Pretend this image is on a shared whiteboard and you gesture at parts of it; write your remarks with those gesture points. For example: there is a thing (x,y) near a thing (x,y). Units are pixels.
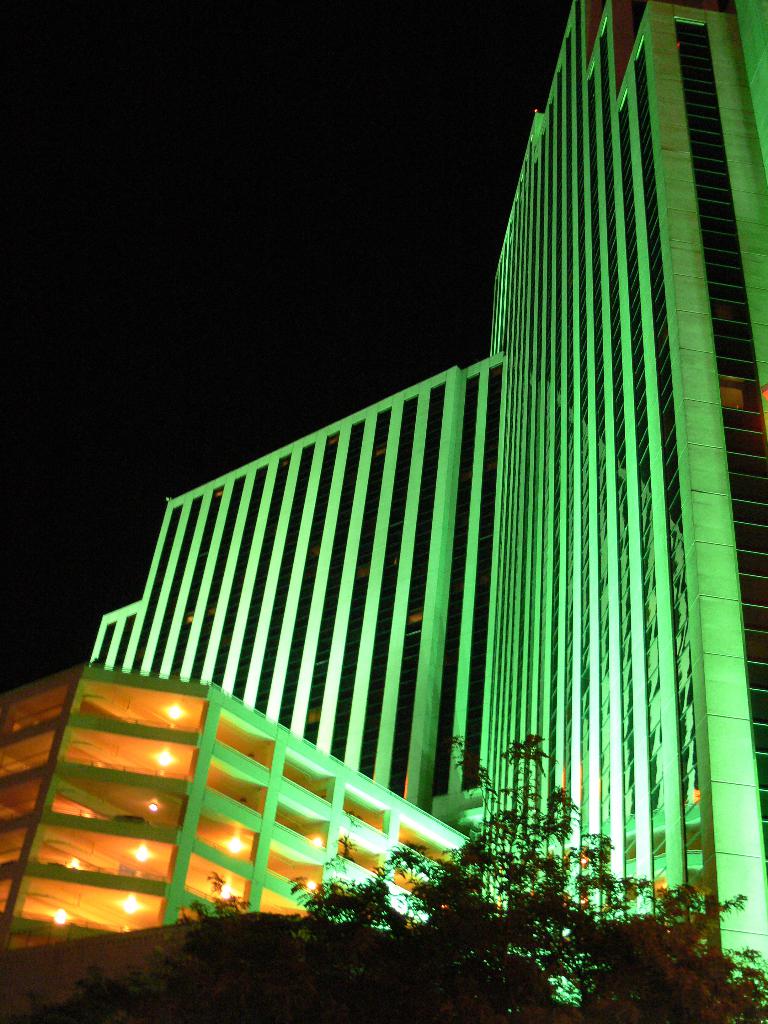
In this image we can see building (620,688) with some lights (166,766). At the bottom (451,945) we can see trees (451,945). In the background (96,249), we can see the sky (238,237).
